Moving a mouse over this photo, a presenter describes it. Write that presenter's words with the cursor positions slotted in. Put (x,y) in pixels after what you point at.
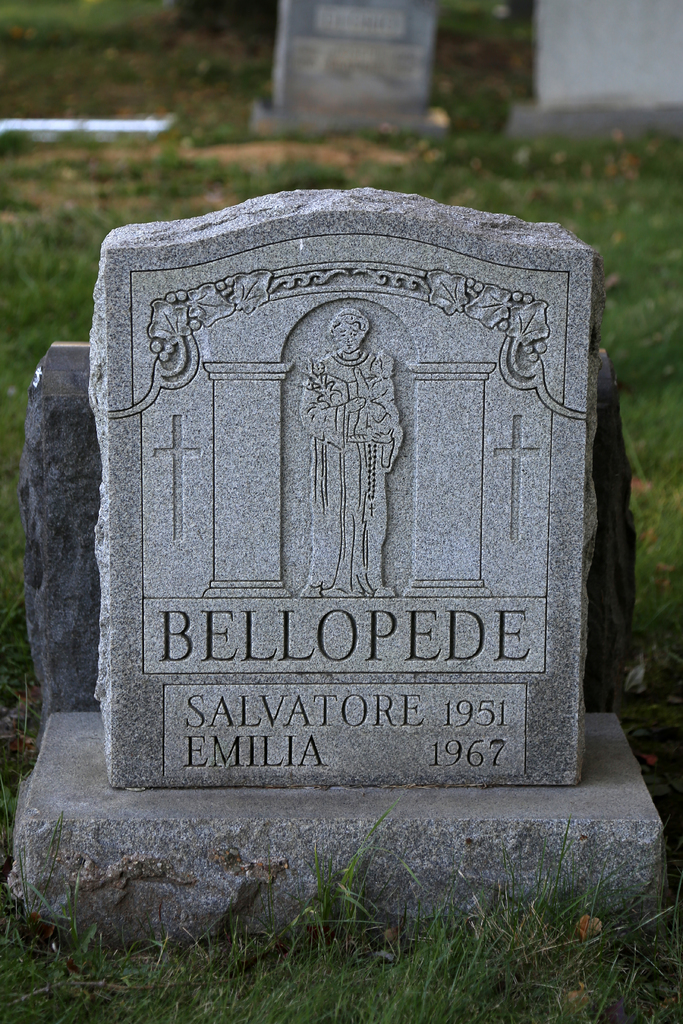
In the picture there is a grave (223,848) of some person and the name (368,660) of the person is mentioned on the grave (437,673).
